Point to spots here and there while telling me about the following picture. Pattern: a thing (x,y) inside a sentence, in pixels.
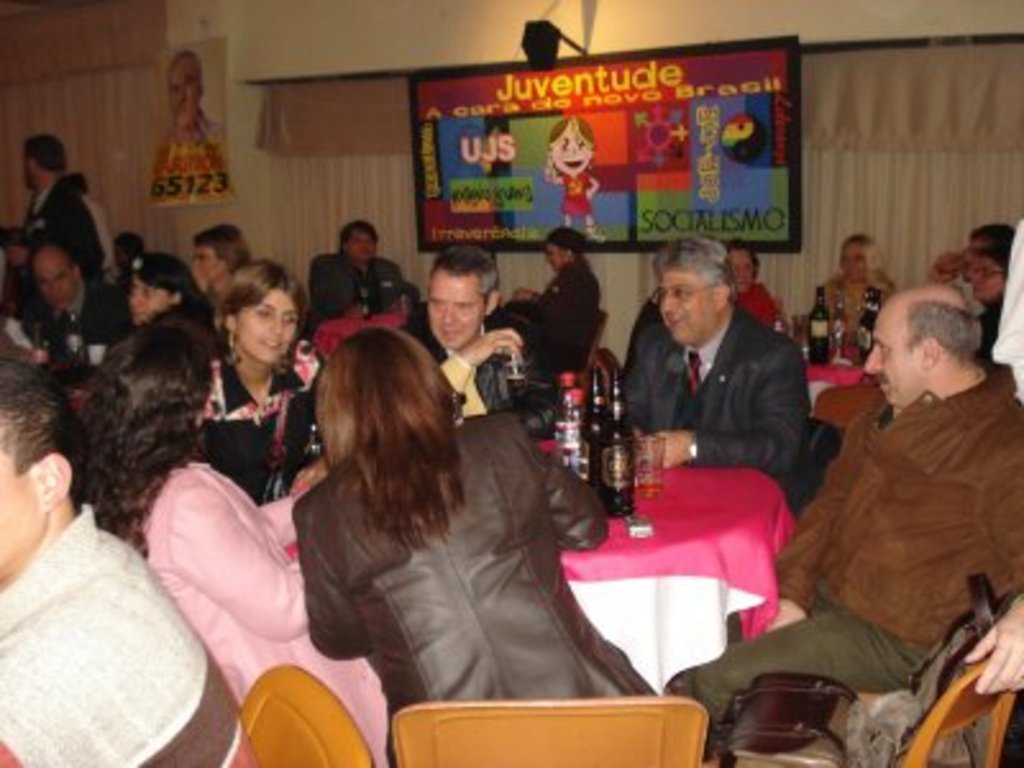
In this image there are group of people (363,451) who are sitting on chairs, and also there are some tables (583,570). On the tables (629,510) there are some bottles (632,478) and glasses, and in the background (105,230) there are two people (78,212) standing. And in the center of the image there is a screen (729,124), on the screen (559,126) there is text (488,106) and some photo frame (217,130) on the wall (237,20) and there are curtains (936,160), wall (317,28) and light (554,45).
